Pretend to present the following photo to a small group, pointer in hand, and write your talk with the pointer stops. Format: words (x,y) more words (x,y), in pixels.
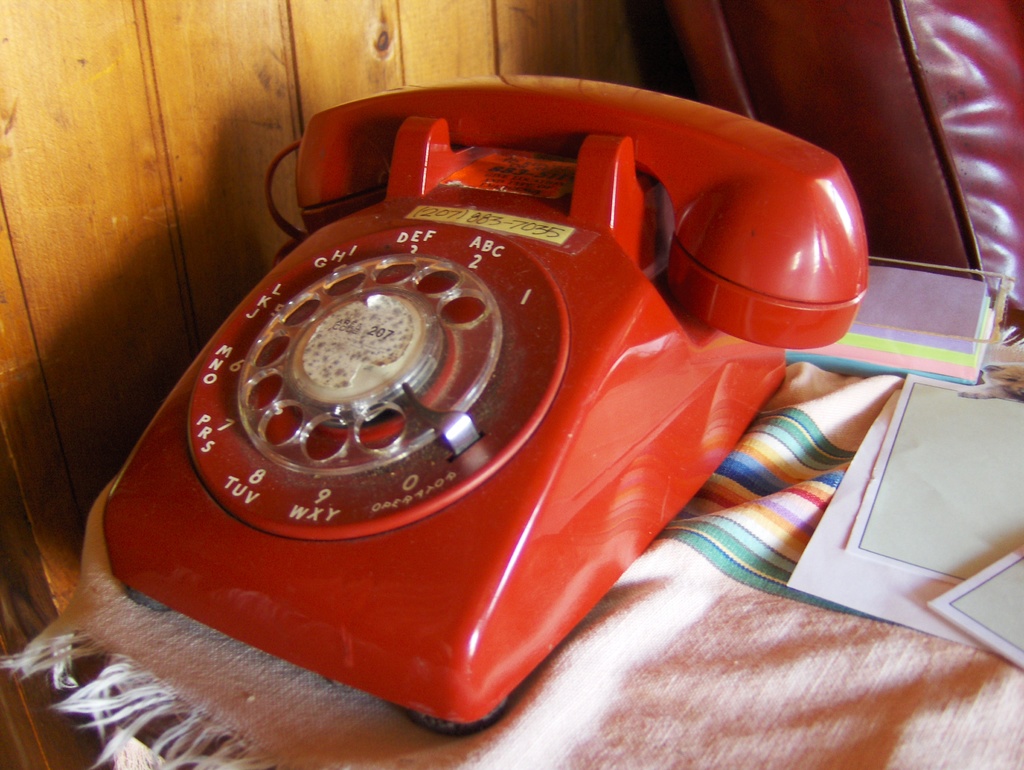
As we can see in the image there is a table (797,517). On table (868,386) there is a phone (562,423) and papers (939,576).
